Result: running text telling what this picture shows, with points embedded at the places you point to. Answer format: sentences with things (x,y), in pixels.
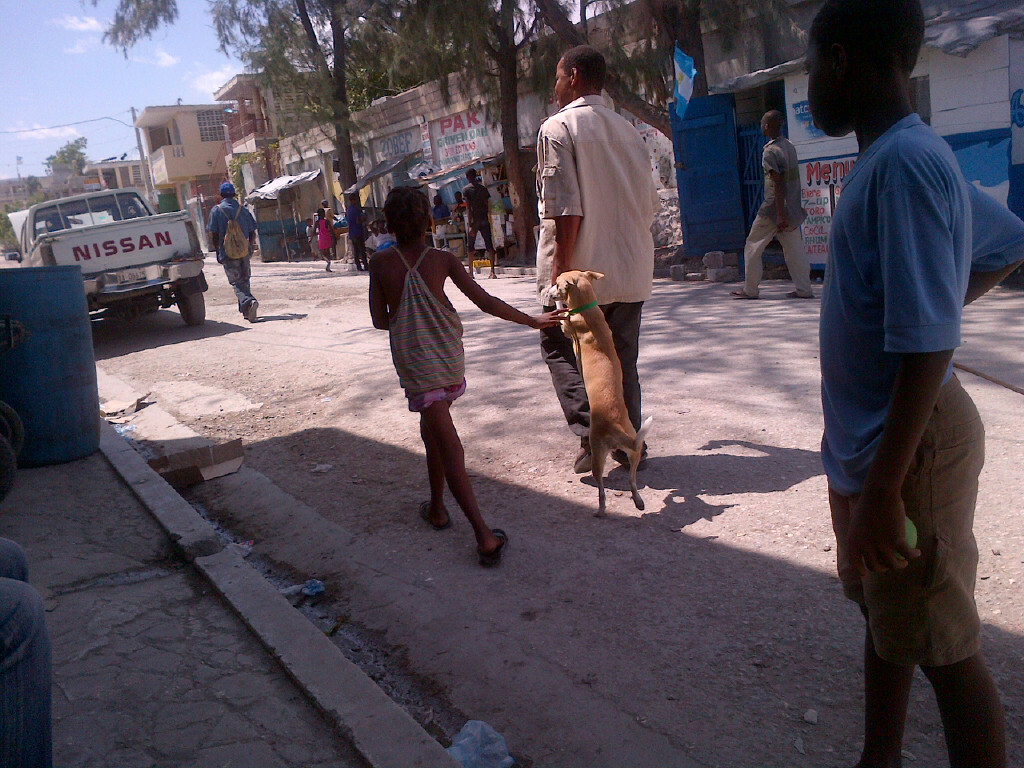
I can see in this image there are group of people (453,352) who are walking on the road (518,379) along with a dog (610,352). I can also see there are few trees (340,88), buildings (225,148) and a vehicle (130,271).
